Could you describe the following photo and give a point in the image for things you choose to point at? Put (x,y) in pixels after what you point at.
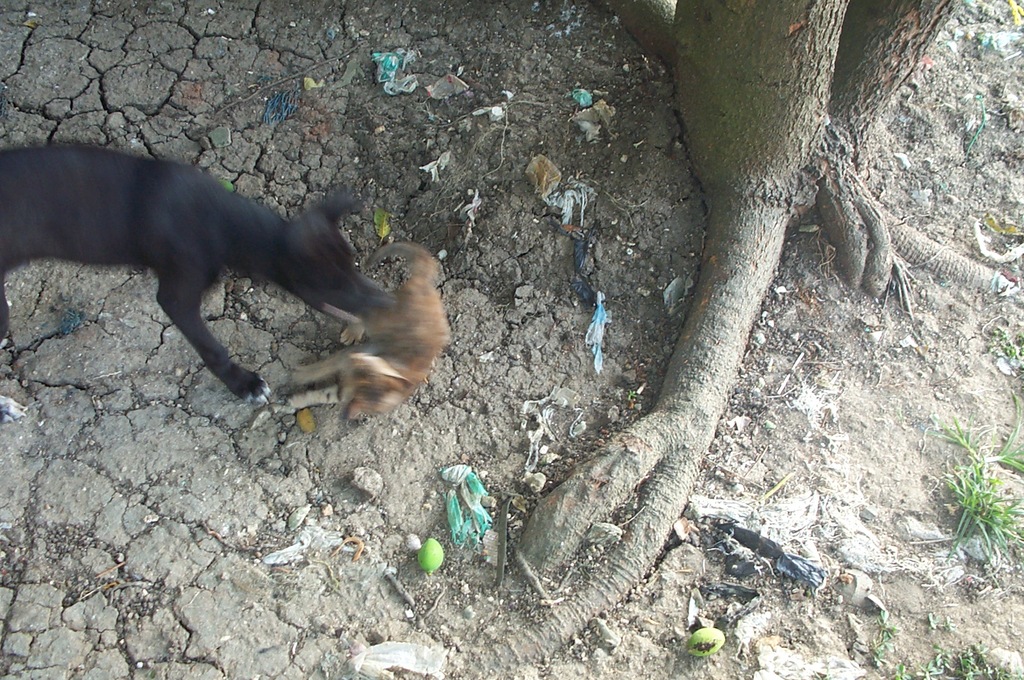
In the picture I can see a dog (174,267) and an animal (411,351) on the ground (316,333). I can also see a tree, the grass (976,447) and some other objects (534,404) on the ground (513,424).
